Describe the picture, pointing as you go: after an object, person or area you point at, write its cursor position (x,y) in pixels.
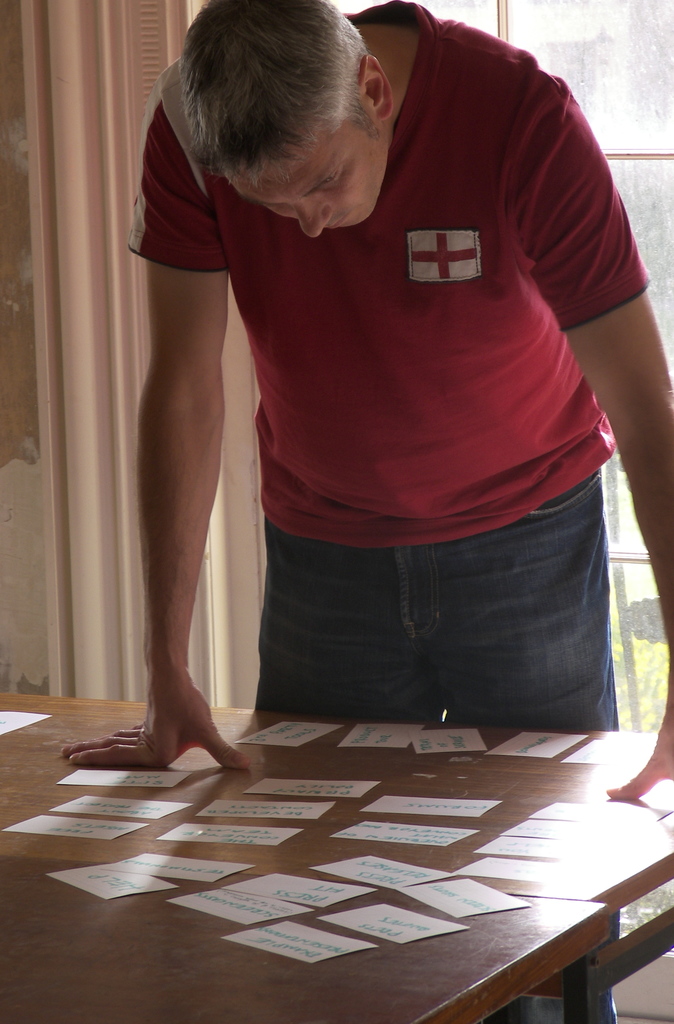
In this image, there is an inside view of a room (266,320). There is a person (183,408) wearing clothes (327,448) and standing in front of the table (280,920). This table (366,757) contains some cards (371,823). There is window (587,60) behind the person (486,96) who is in the center of the image (374,383). This window (590,52) contains curtains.
